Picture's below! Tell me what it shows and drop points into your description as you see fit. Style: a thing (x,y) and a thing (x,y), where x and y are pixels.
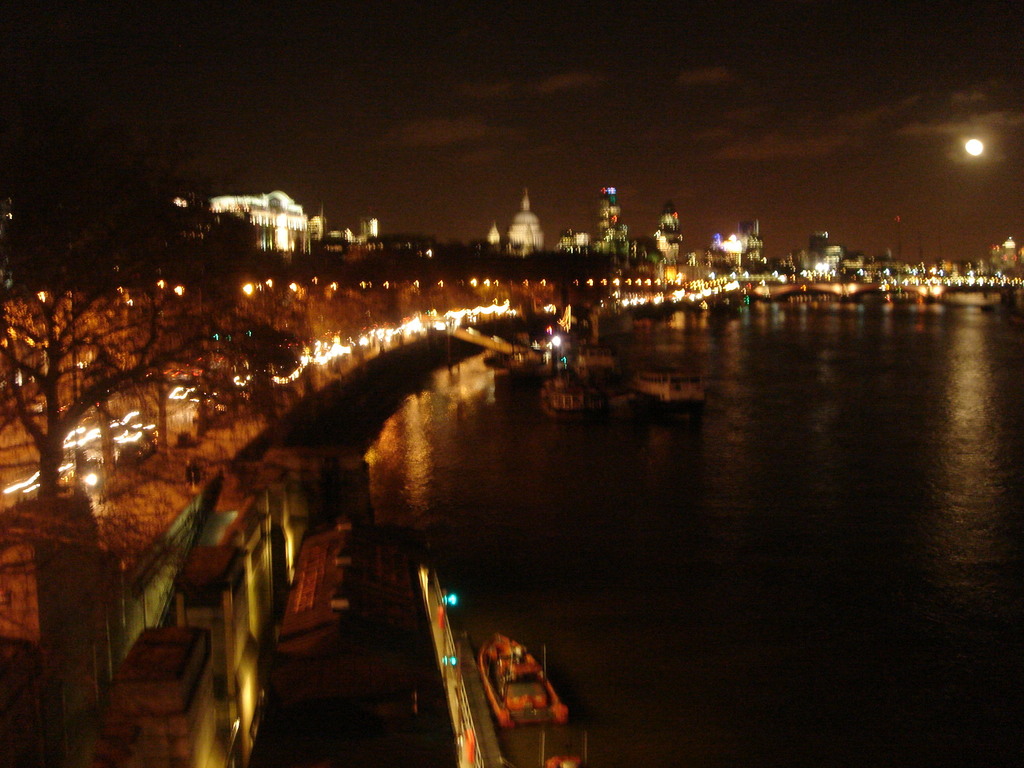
The image is captured in the night there is river (726,509) and some ships (577,367) are sailing on the river (692,347), in the left side (57,453) there are plenty of trees (338,320) and behind the trees (396,266) there are lot of buildings (742,267), the picture is very colorful with a lot of lights (945,281) and there is a pleasant moon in the sky (949,159).
